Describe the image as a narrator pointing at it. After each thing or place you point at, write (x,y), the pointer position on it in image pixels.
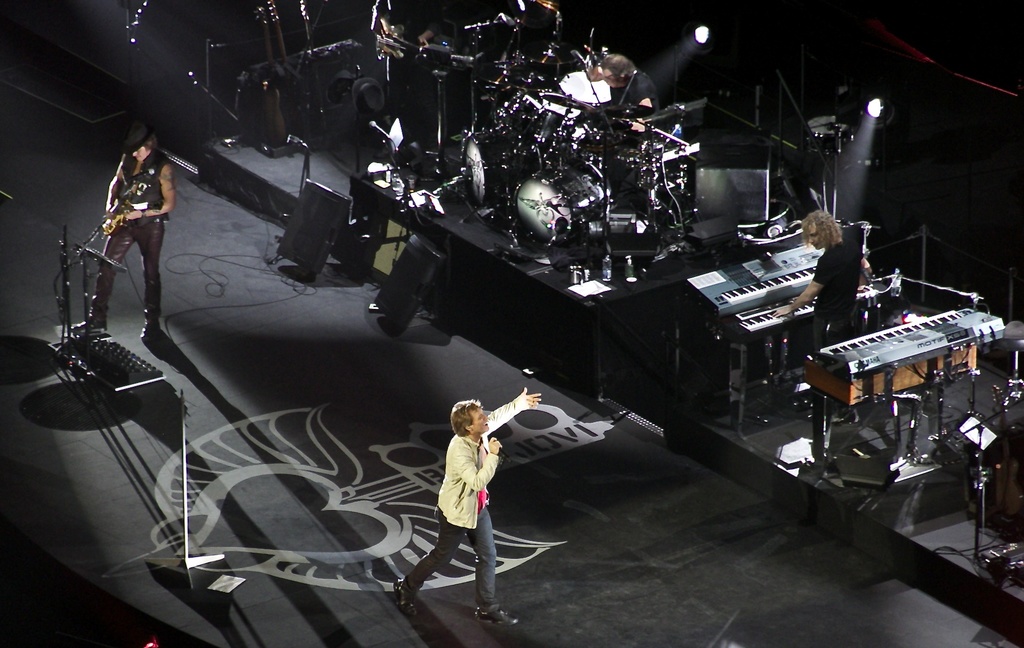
In the picture we can find three men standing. One man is singing a song in the microphone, another person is holding a musical instrument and one person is playing a keyboard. In the background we can find a musical instrument (551,170) like drum kit (551,170) and lights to the walls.
